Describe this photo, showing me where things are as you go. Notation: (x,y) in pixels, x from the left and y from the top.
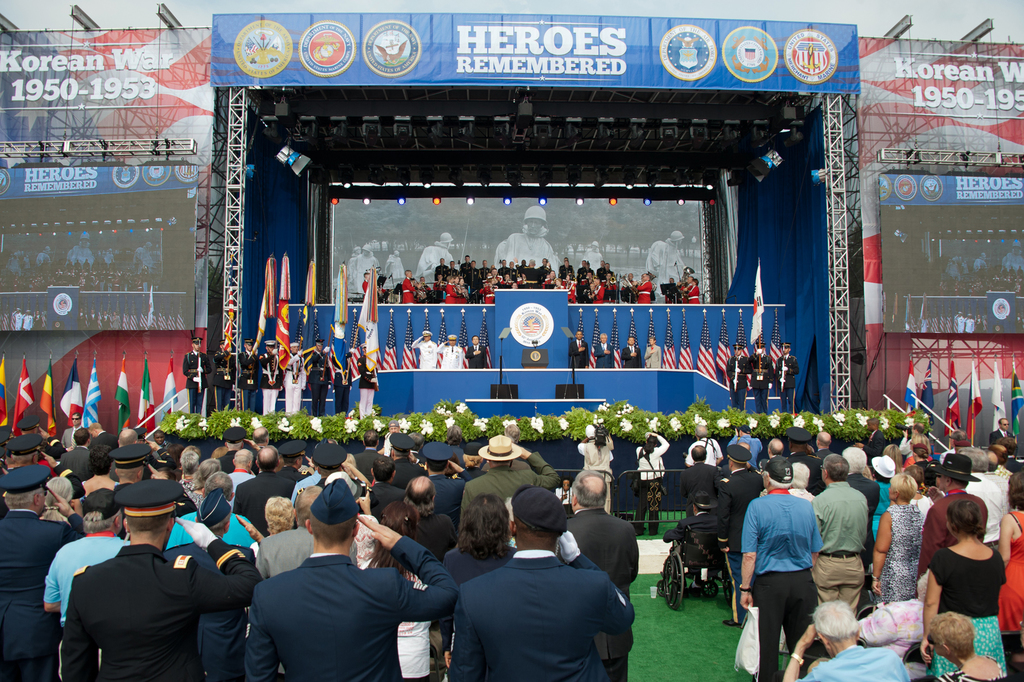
Front we can see a crowd (597,576). One person (711,515) is sitting on a wheelchair (704,560). Background (35,395) there are plants (300,426), flags (46,388), screens (517,240), hoardings (558,29), focusing lights (289,161), people (433,355) and table (448,374). In-front of them there are stands (501,369).
